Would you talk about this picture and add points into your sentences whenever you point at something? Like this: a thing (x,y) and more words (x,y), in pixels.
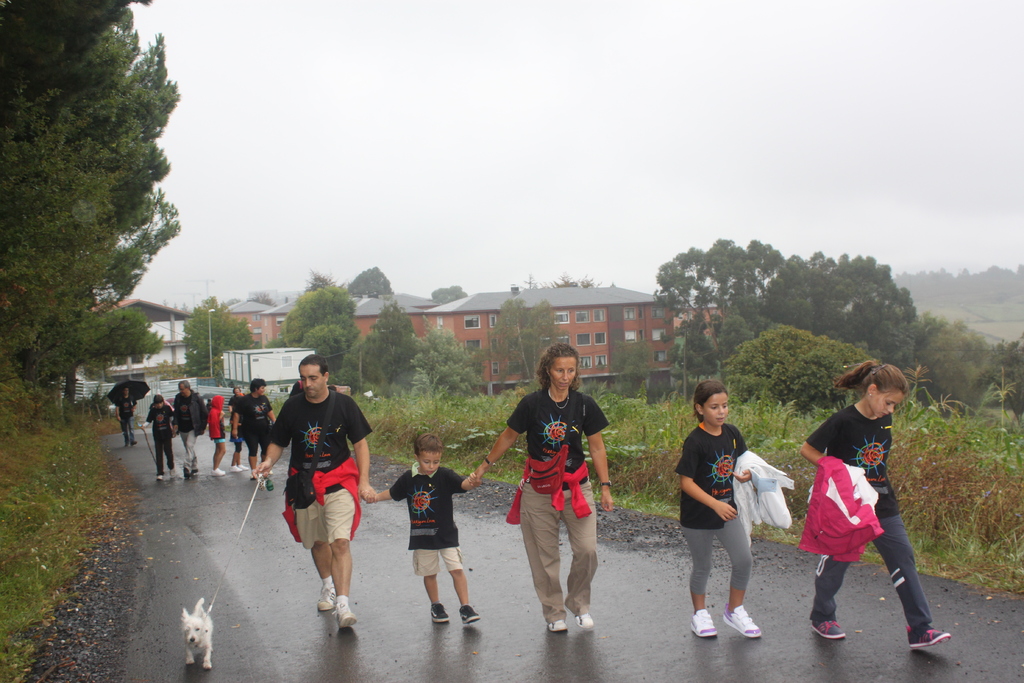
In this image I can see the group of people (569,502) are walking on the road (731,630). These people (719,525) are wearing the black, grey and brown color dress (433,516). I can see one person (329,446) holding the chain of the dog (188,626) and another person (120,404) is holding the umbrella (143,398). In the background (174,374) there are many trees (449,362), house (480,333) and the sky (477,276).
